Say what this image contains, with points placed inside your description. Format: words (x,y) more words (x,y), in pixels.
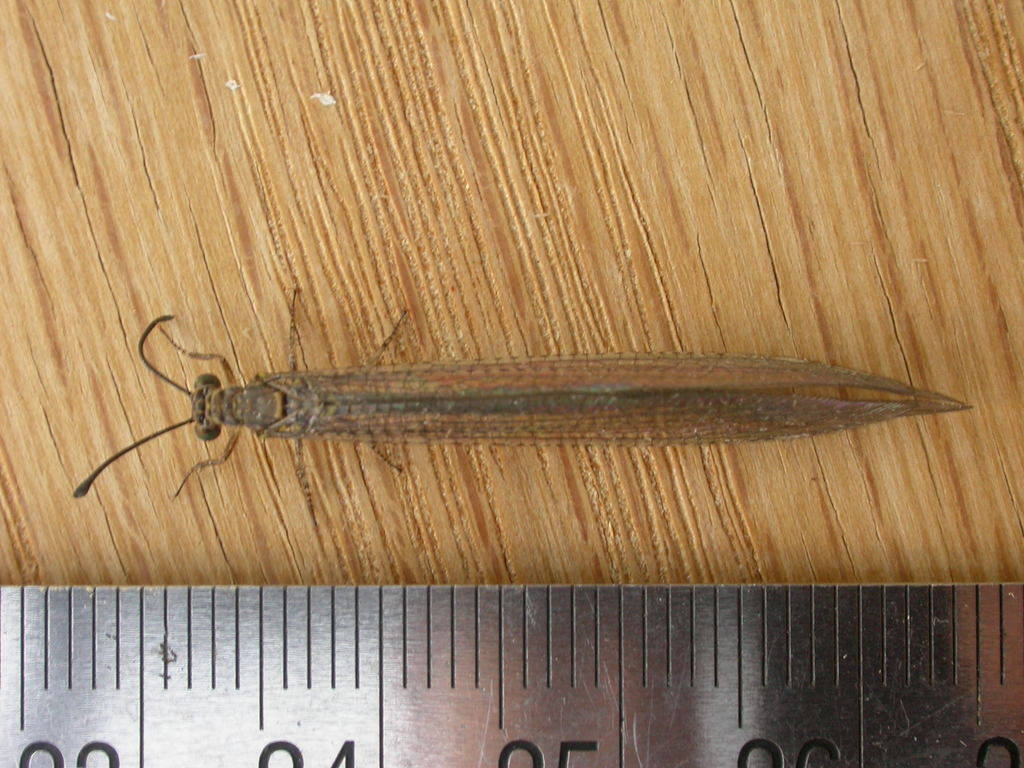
In this image we can see a measuring scale (812,636) and an insect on a wooden platform (991,73).
